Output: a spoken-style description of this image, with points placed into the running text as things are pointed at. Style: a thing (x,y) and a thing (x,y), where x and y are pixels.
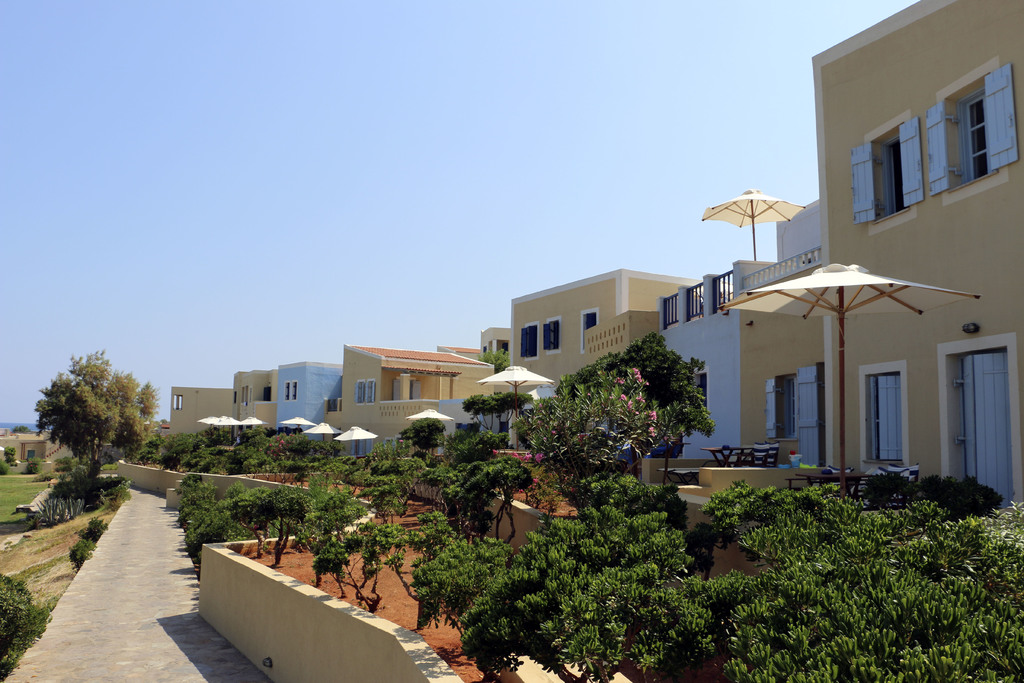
This image is taken outdoors. At the top of the image (176,136) there is a sky (263,146). At the bottom of the image (159,613) there is a road (87,569) and there is a ground (57,530) with grass (62,561) on it. In the middle of the image (589,448) there are many trees (46,413) and plants (447,617) on the ground (712,682) and there are a few umbrellas (842,354) and tables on the ground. In the background (417,410) there are a few houses (462,383) with walls (490,370), windows (528,332), doors (817,433), roofs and railings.
